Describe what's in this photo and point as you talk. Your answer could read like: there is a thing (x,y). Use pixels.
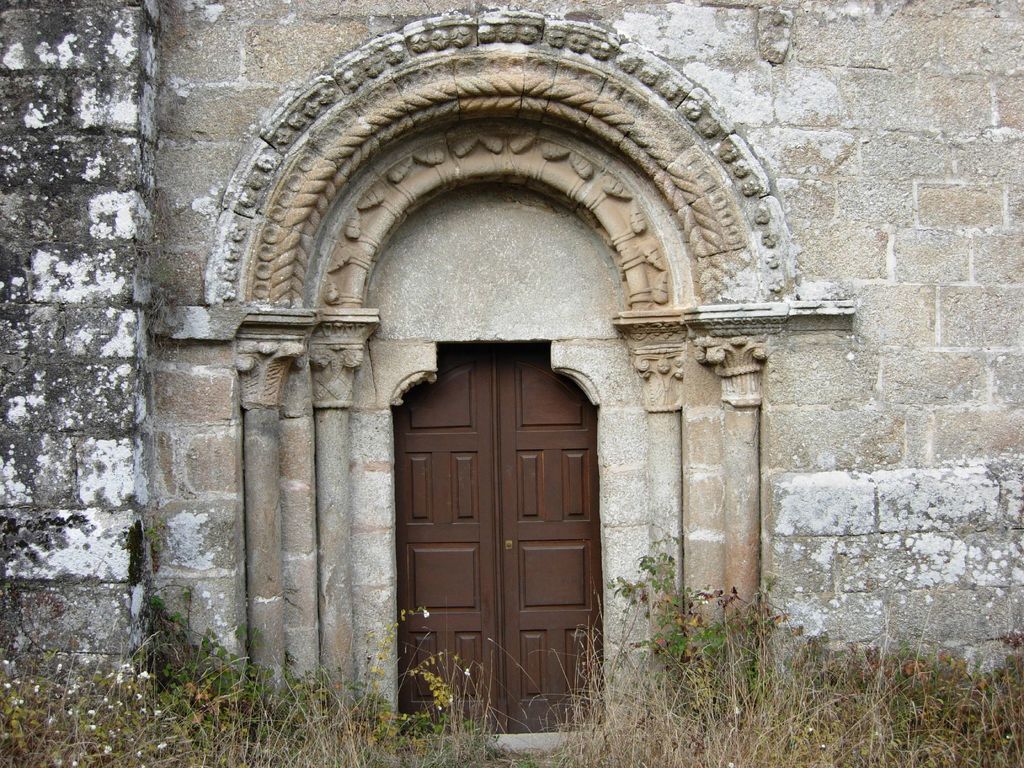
In this image in the front (312,728) there are flowers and plants (355,703). In the background (384,298) there is a building (263,313) and there is a door (523,534).
